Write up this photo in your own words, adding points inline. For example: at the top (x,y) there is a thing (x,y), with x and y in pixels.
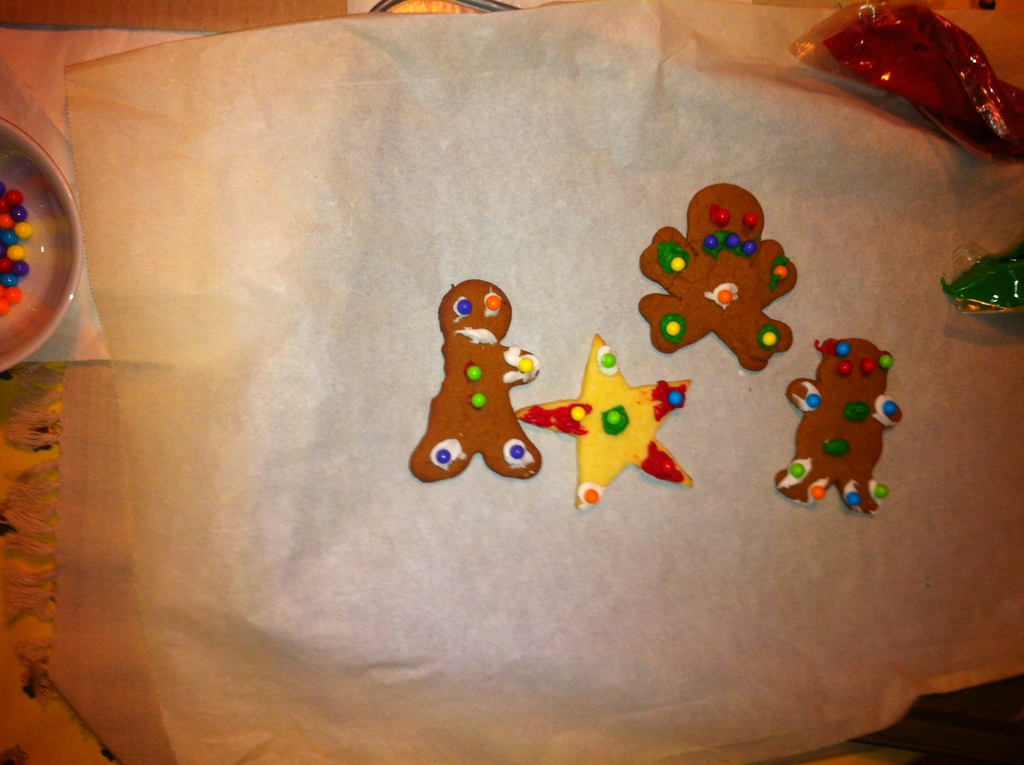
In this picture I can see cookies (664,279) on the paper (631,240) and I can see a bowl (44,273) with colored balls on the side and a napkin (125,39).
